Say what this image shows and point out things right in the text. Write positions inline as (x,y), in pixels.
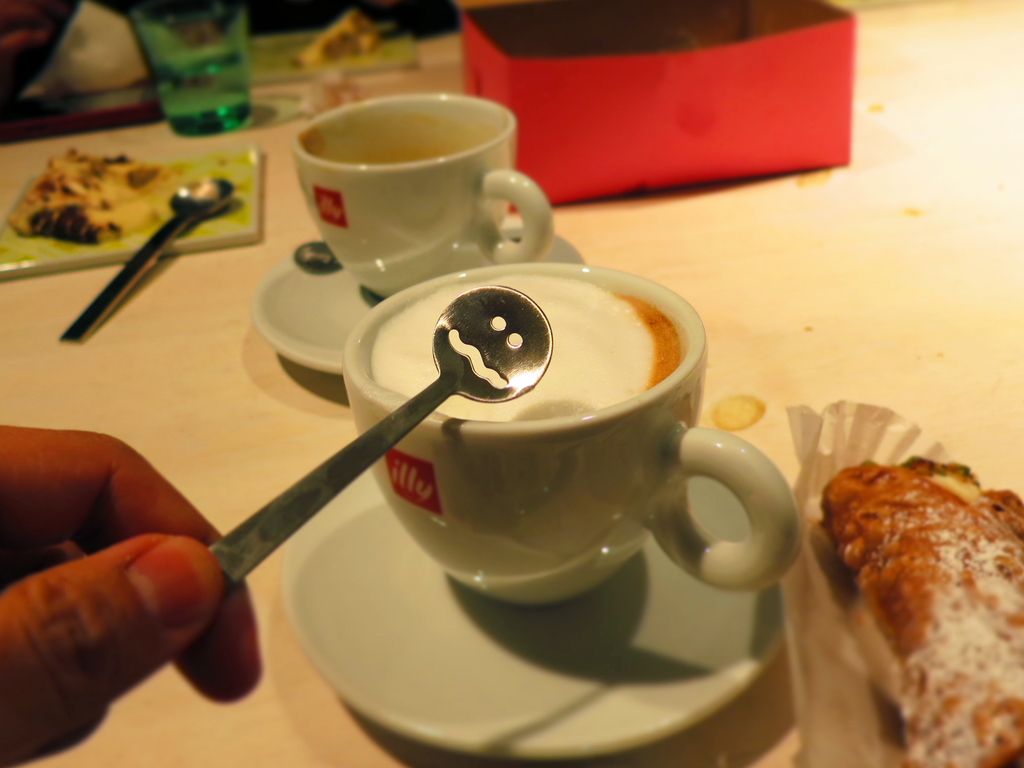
In this image I can see a hand (154,553) of a person (176,523) is holding a spoon (369,434). I can also see few white colour cups (416,293), few white colour plates (286,312), one more spoon (176,219), a green colour thing (22,259), a glass (198,121) and I can see food (855,506) on few things (873,706). In the background (61,105) I can see few other stuffs (48,101) and I can see this image is little bit blurry from background (525,55).
